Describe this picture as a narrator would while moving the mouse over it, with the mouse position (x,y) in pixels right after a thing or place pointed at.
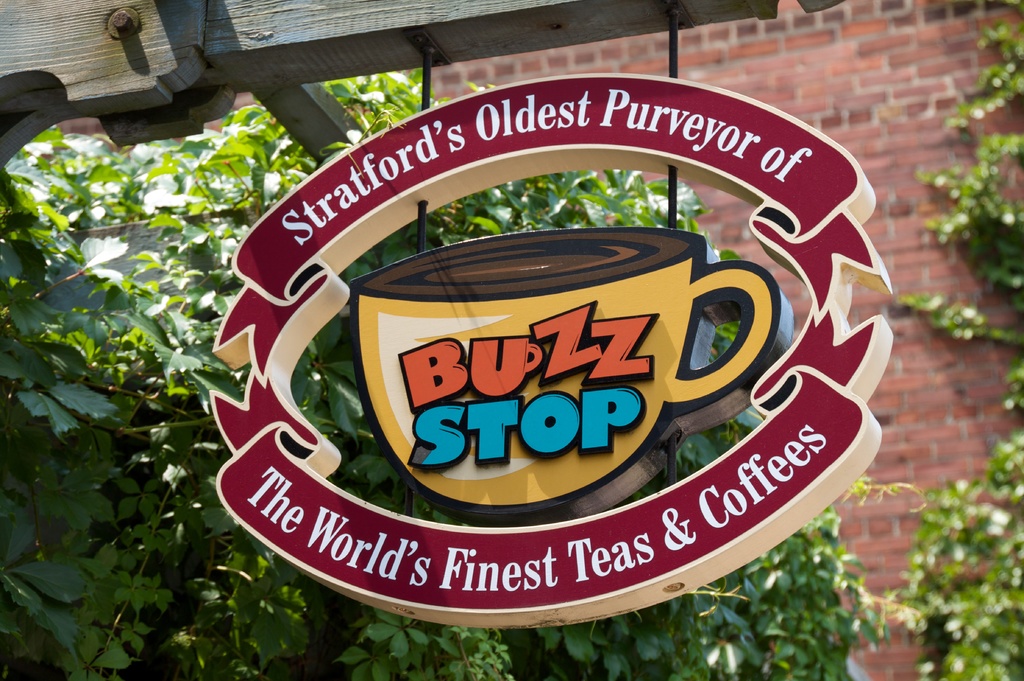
Here I can see a board (661,521) on which there is some text (631,533) and an image (452,321) of a cup (584,321). At the top of the image (267,68) there is a wooden object (251,40). In the background (907,247) there is a wall (891,412) and few plants (142,488).
